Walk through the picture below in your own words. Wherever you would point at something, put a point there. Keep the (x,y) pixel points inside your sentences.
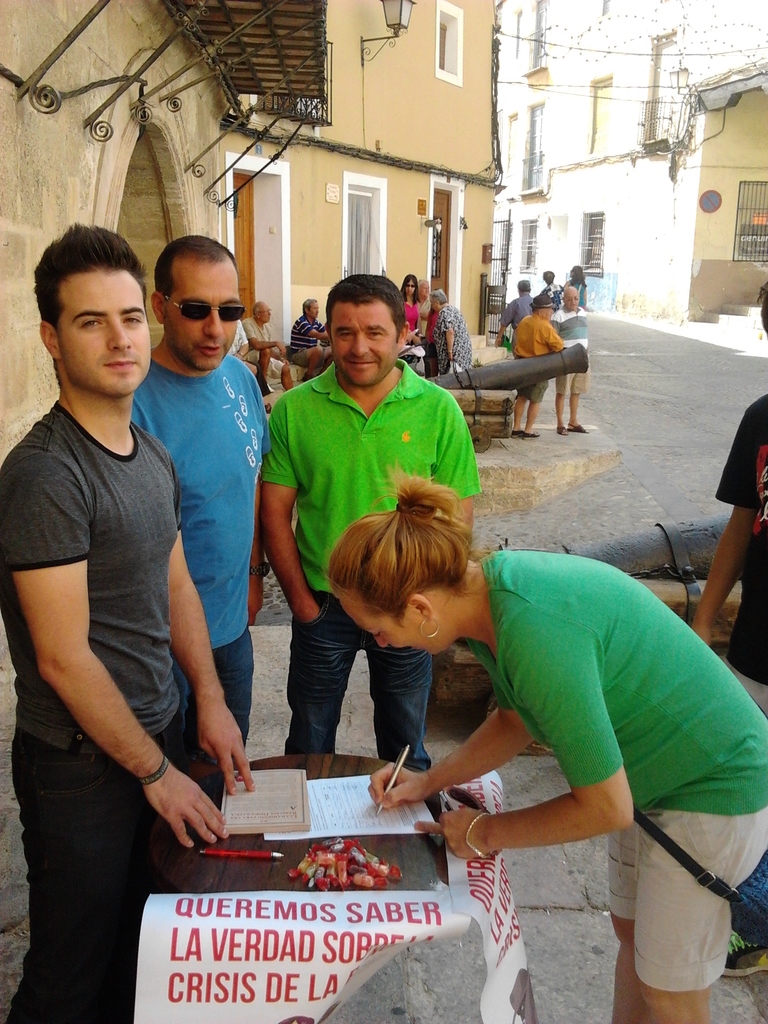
On the background of the picture (468,95) we can see a building (647,180). This is a road (613,347). Here we can see few persons (585,320) standing and sitting. In front of the picture we can see a table (262,863) on which there is a book (298,810) and a paper (370,819) and one woman (397,645) is writing something on the paper (347,810). Here we can see three men (203,448) standing and looking at the camera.
